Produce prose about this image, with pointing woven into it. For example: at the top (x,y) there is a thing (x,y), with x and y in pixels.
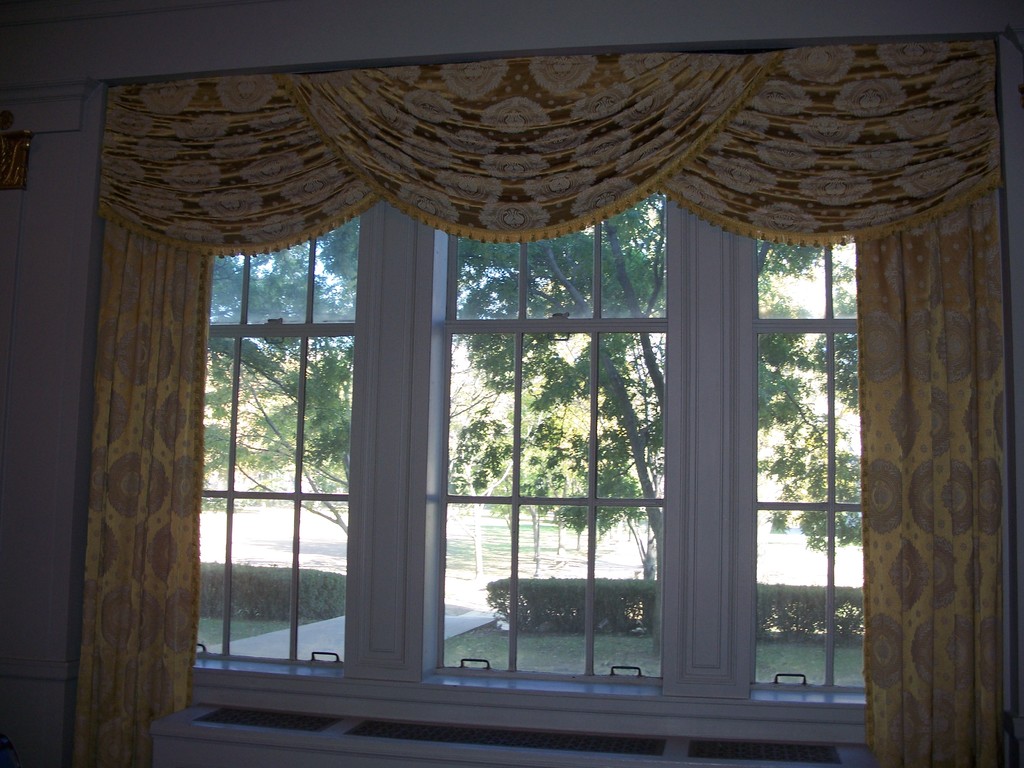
This picture might be taken in inside of a room (180,343), in this image in the center (544,431) there is a window (327,291) and curtains (149,591). And through the window (594,560) I can see some trees (642,314) and plants (762,624) and grass (467,643), and in the foreground (71,195) there is a wall (88,86).
